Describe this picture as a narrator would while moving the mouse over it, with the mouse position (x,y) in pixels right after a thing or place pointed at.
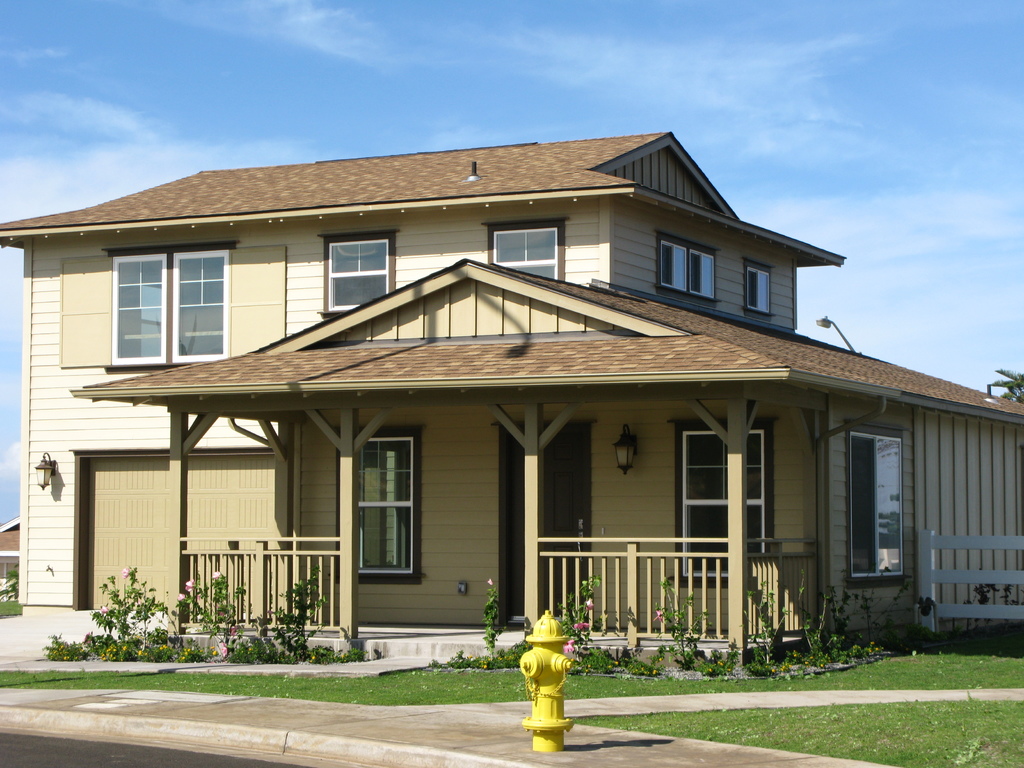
In the center of the image (510,363) there is a building (844,474). At the bottom (570,661) there is a hydrant (544,718) and we can see shrubs (799,655). In the background (798,194) there is sky (844,169).
